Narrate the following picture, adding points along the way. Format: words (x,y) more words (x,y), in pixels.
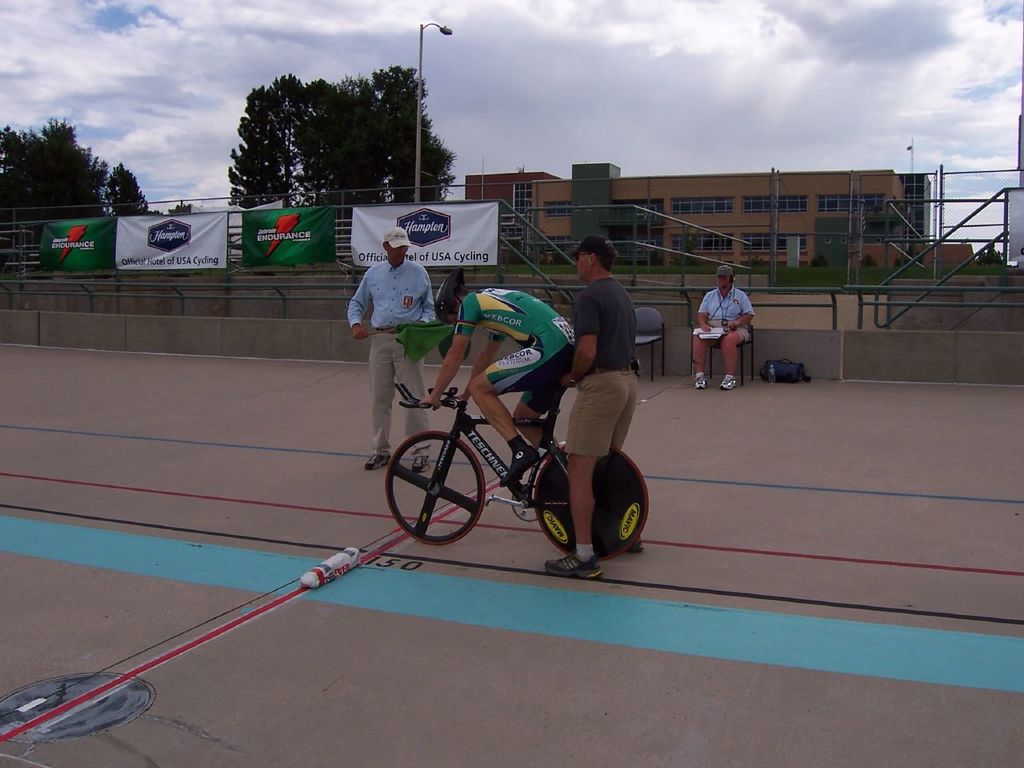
In this picture I can see a person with a bicycle (621,505), there are two persons (574,406) standing, a person (731,346) sitting on the chair (749,344), there is a bag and a bottle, there are banners (223,262), iron rods (940,287), poles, lights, trees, there is a building (782,236), and in the background (715,153) there is sky (755,147).
